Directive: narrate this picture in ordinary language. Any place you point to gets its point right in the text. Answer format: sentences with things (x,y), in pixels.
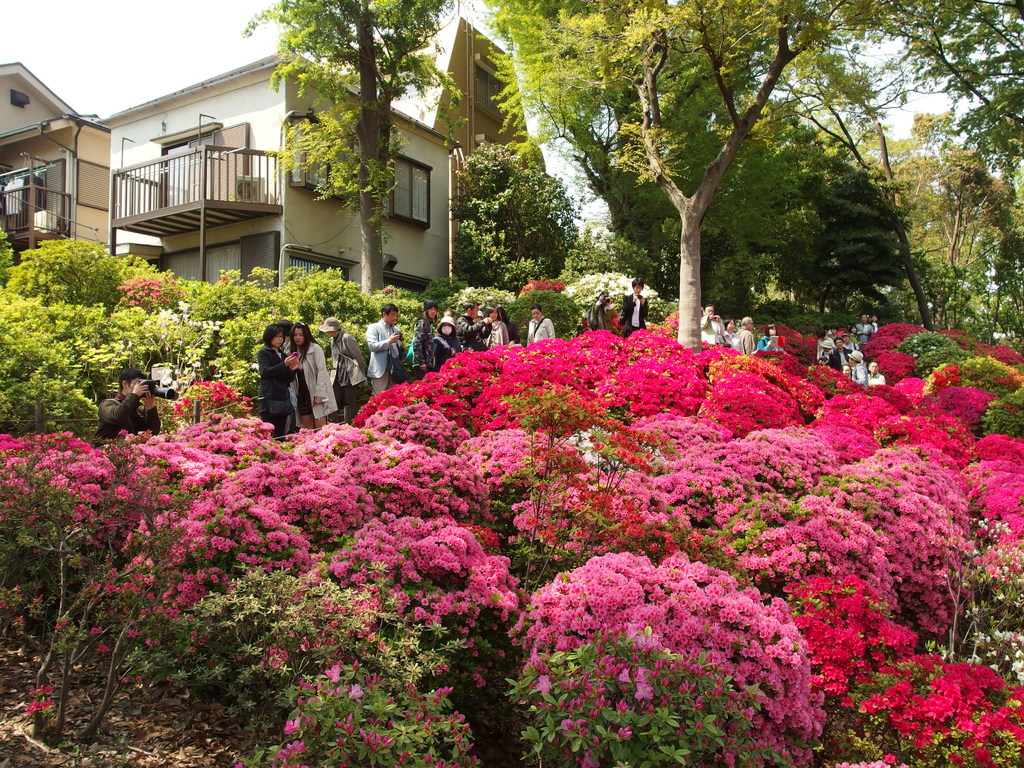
In this image there are flower plants (711,396), behind the flower plants (698,397) there are people (416,339) standing, in the background (692,110) there are trees (811,196) and houses (208,147).
